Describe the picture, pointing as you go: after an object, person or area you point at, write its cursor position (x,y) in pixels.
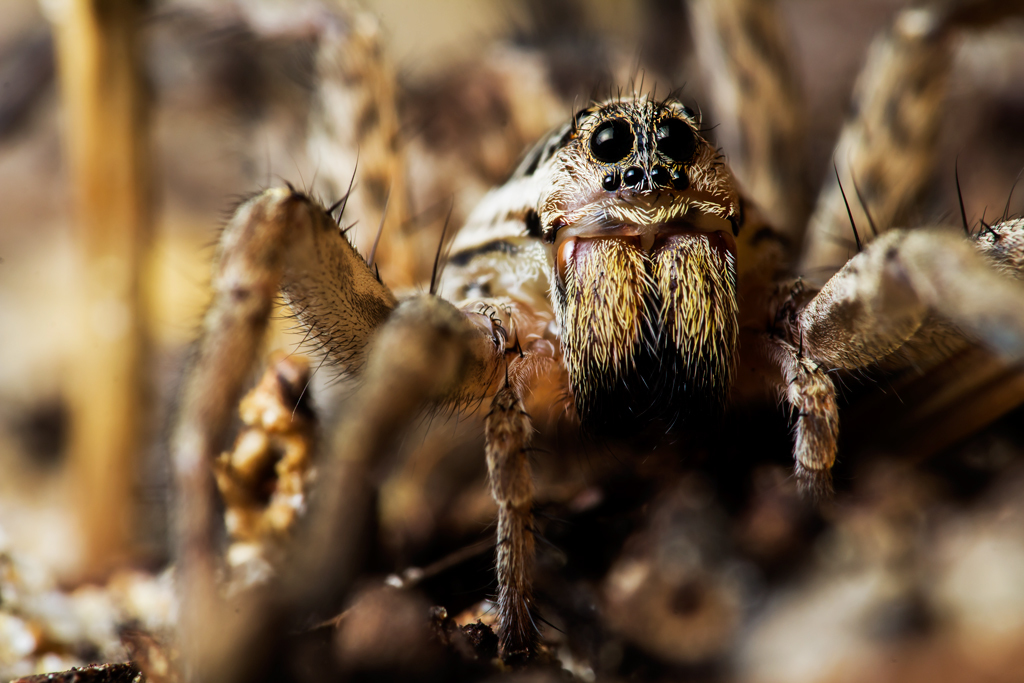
In this image this looks like a spider (566,313). The background (92,255) looks blurry.
